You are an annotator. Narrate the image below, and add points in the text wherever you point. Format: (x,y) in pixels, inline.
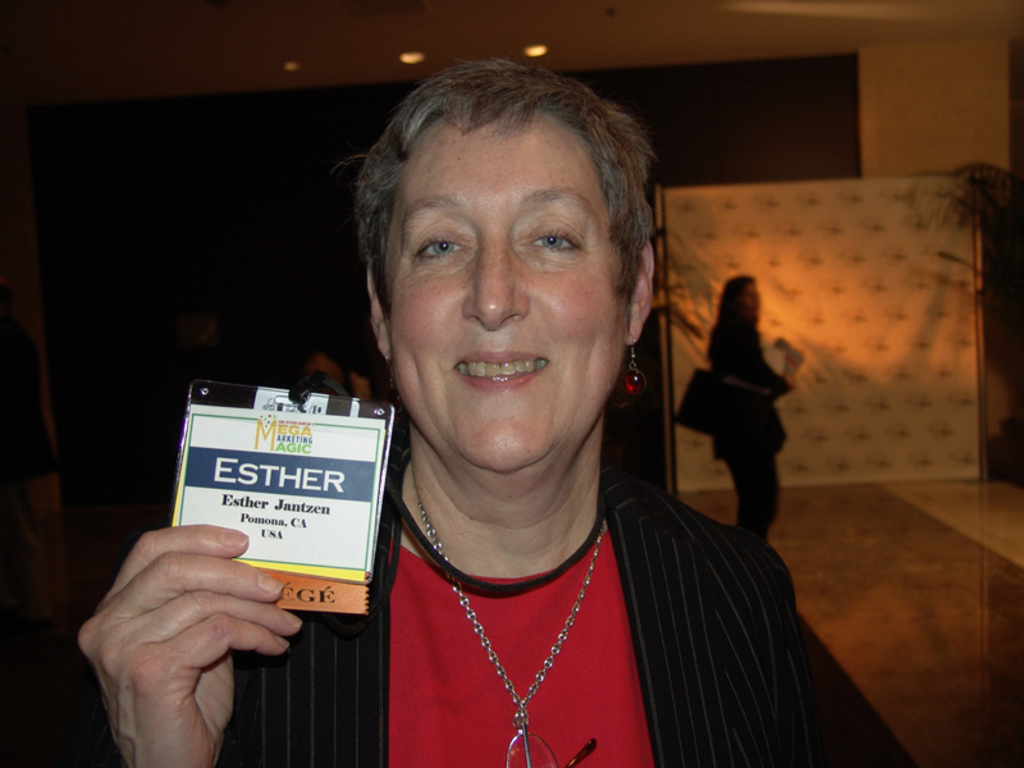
In this image I can see a person (369,171) over here and I can see this person (389,518) is holding a white colour thing (252,415). I can also see something is written over here. In background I can see a woman (724,442) and I can see this image is little bit in dark from background (114,456).
